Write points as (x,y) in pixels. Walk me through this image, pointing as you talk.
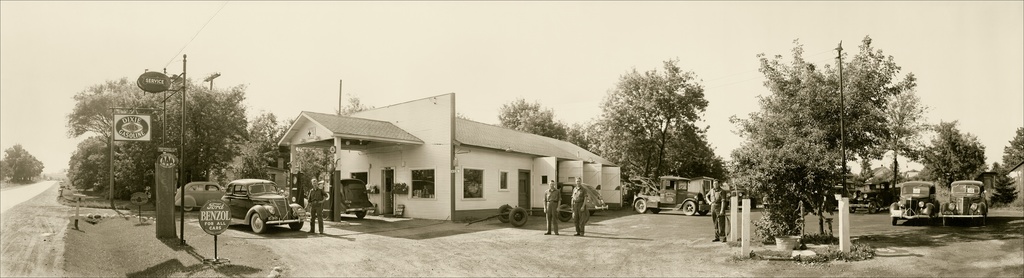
This is a black and white image where we can see trees (791,167), buildings (543,157), vehicles (924,196), people (321,199), potted plant (781,229), poles (743,230), wires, boards (159,200) and road (44,245). We can see the sky (397,22) at the top of the image (317,21).
